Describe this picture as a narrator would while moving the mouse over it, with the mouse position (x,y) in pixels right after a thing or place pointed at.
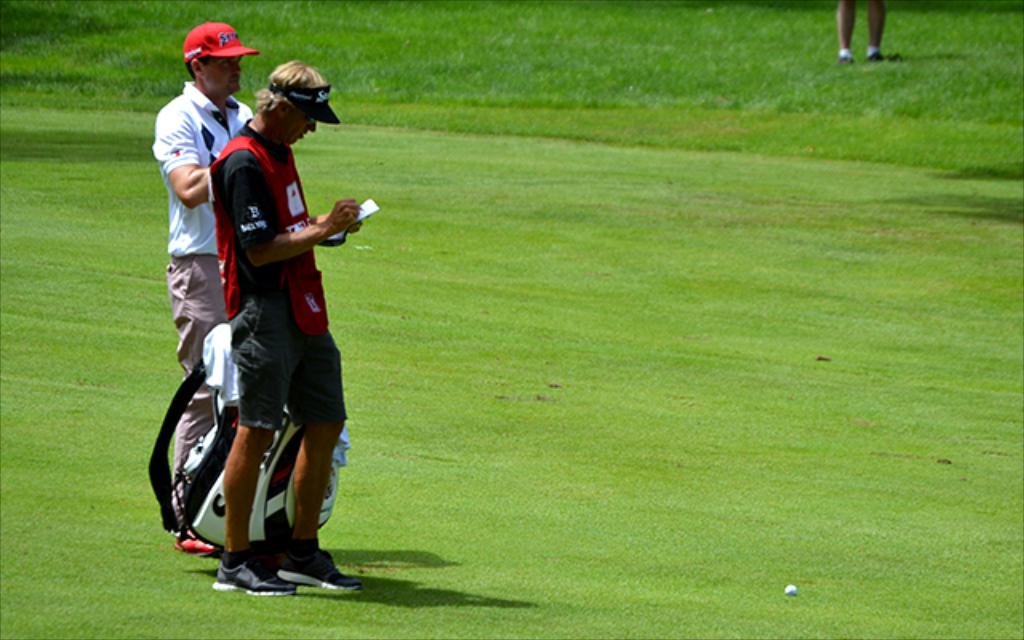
In this picture I can see there are two men (233,211) standing here and the person (216,322) in the backdrop (208,311) is standing near a golf bag (228,418) and there is another person (850,58) standing on to right (883,22) backdrop and there is grass (585,54) on the floor (533,141).
